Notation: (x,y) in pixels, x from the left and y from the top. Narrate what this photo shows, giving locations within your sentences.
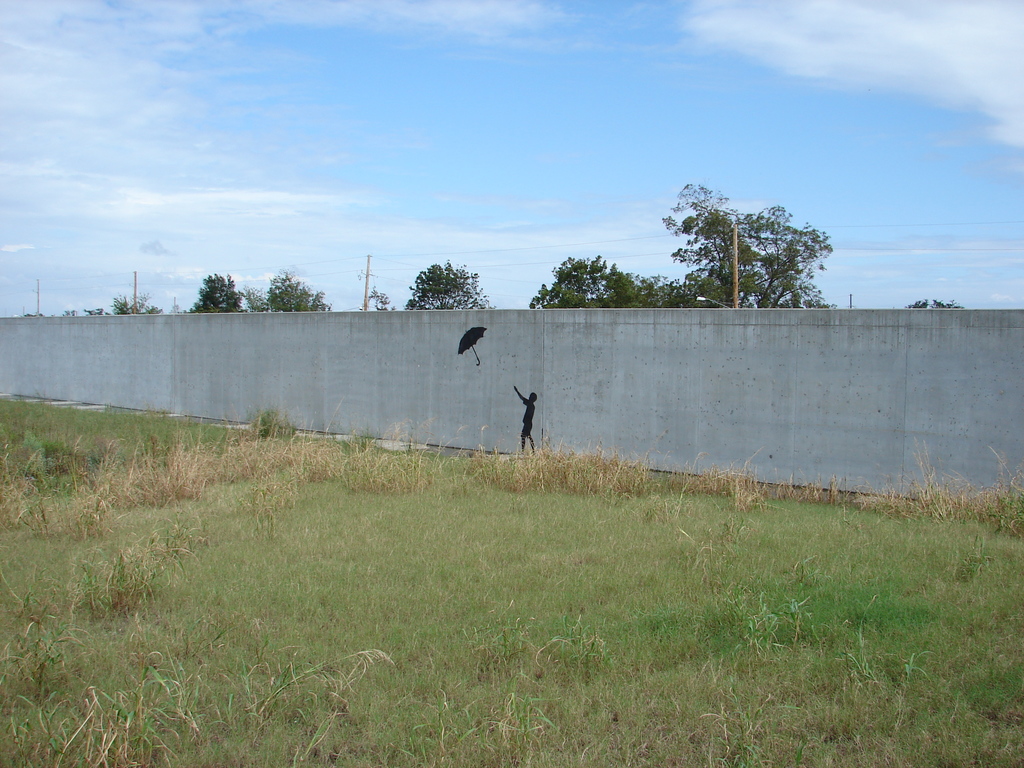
In this picture we can see plants (110,599), grass (357,641) on the ground (443,641), here we can see a person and an umbrella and in the background (877,275) we can see a wall (841,470), trees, electric poles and sky (862,269) with clouds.
